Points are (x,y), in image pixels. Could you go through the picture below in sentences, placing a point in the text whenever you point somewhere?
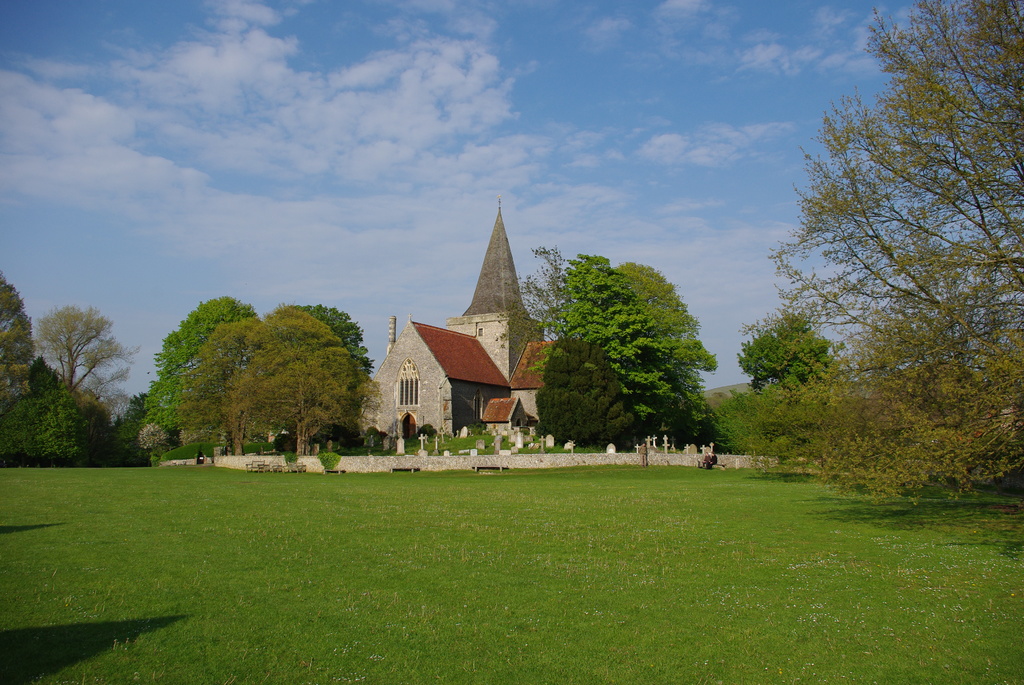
In this image we can see a church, trees (603,441), garden (635,470), there are some gravestones (468,452), also we can see the clouded sky (342,147).
